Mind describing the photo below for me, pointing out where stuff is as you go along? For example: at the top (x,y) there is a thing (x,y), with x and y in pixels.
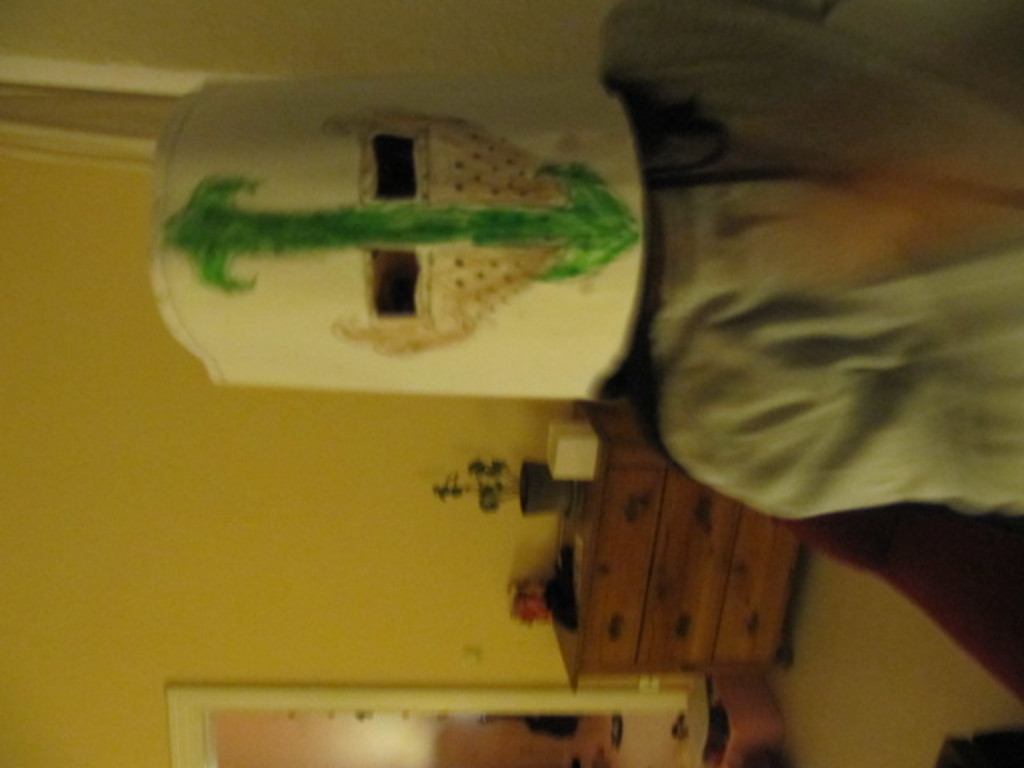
In this image we can see a person (425,326) wearing a mask (564,221). In the background of the image (177,419) there is wall (279,646). There is a door (382,691). There is a table (582,649) on which there is a plant (459,486). At the bottom of the image (870,682) there is floor (894,722).
